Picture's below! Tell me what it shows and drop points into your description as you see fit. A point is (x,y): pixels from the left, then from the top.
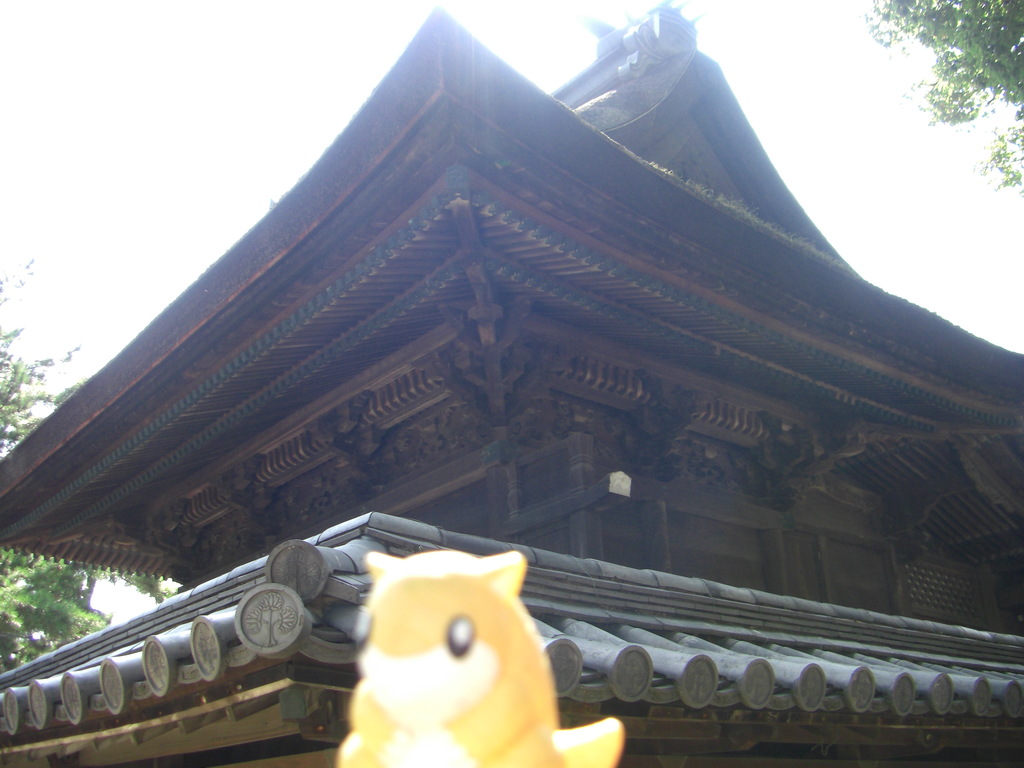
In this image, I can see an architectural building (361,461). At the bottom of the image (454,677), I can see a toy (454,691). On the left (25,383) and at the top right side of the image (974,57), there are trees (965,41). In the background (543,90), there is the sky (73,276).
